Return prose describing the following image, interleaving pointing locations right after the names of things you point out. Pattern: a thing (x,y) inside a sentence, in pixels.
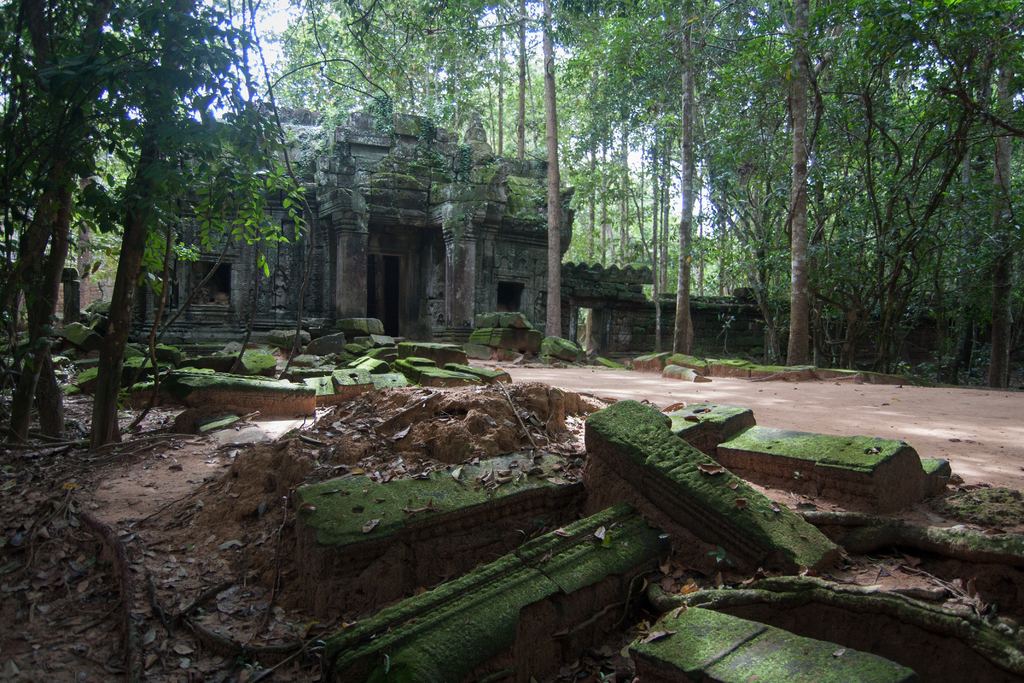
In this image, we can see a fort (454,291) and in the background (558,101), there are trees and rocks (850,447). At the bottom (44,466), there is ground (882,407).
